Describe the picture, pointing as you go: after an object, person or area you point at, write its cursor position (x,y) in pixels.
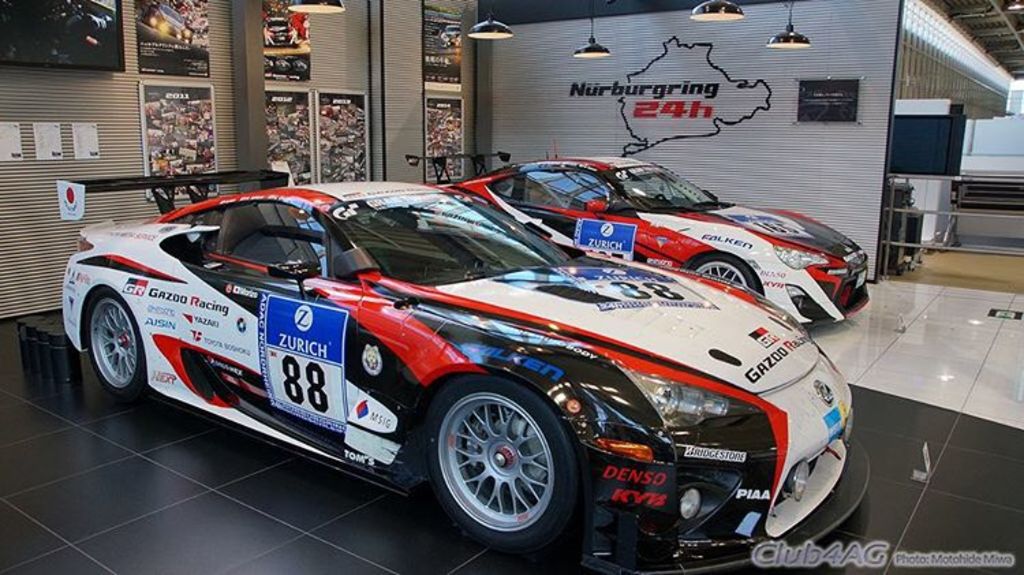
In this image there are two sports cars (472,320) on the floor (909,486). In the background (202,146) there is a screen (91,45) and few posters (202,88) are attached to the wall (296,85). At the top of the image (782,39) there are few lamps (483,29). On the right bottom side of the image (826,550) there is some text (940,563).
